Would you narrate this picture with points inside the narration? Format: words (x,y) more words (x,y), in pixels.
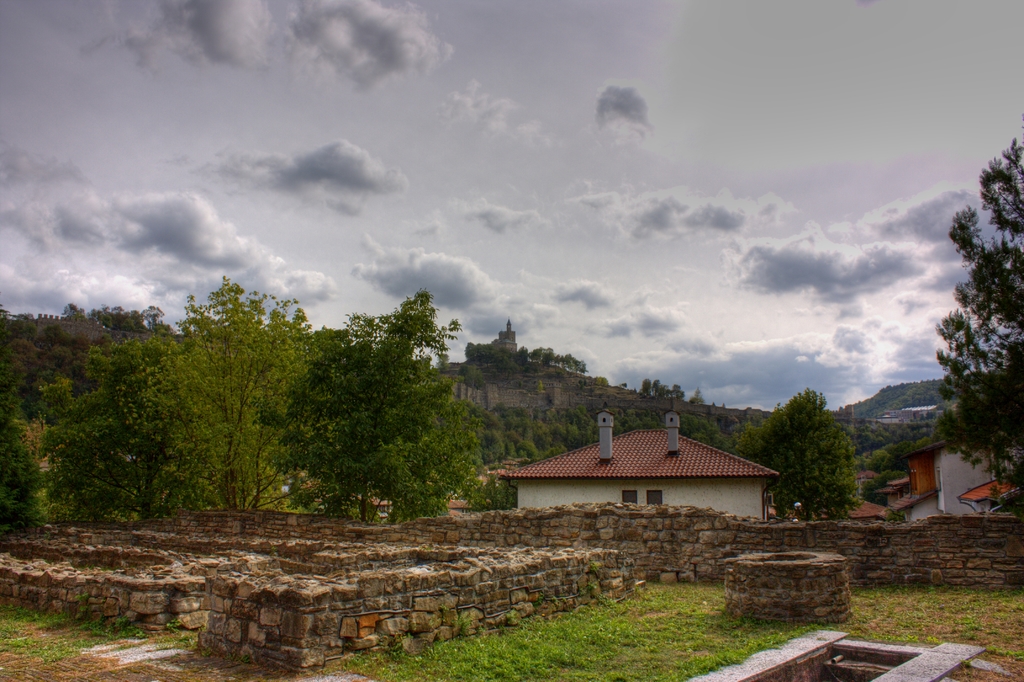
In this image we can see a few buildings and trees (826,429) and we can see the stone wall (364,596) and there is a structure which looks like a well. We can see the mountains (19,357) in the background (9,344) and at the top (501,137) we can see the sky (272,166) with clouds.
